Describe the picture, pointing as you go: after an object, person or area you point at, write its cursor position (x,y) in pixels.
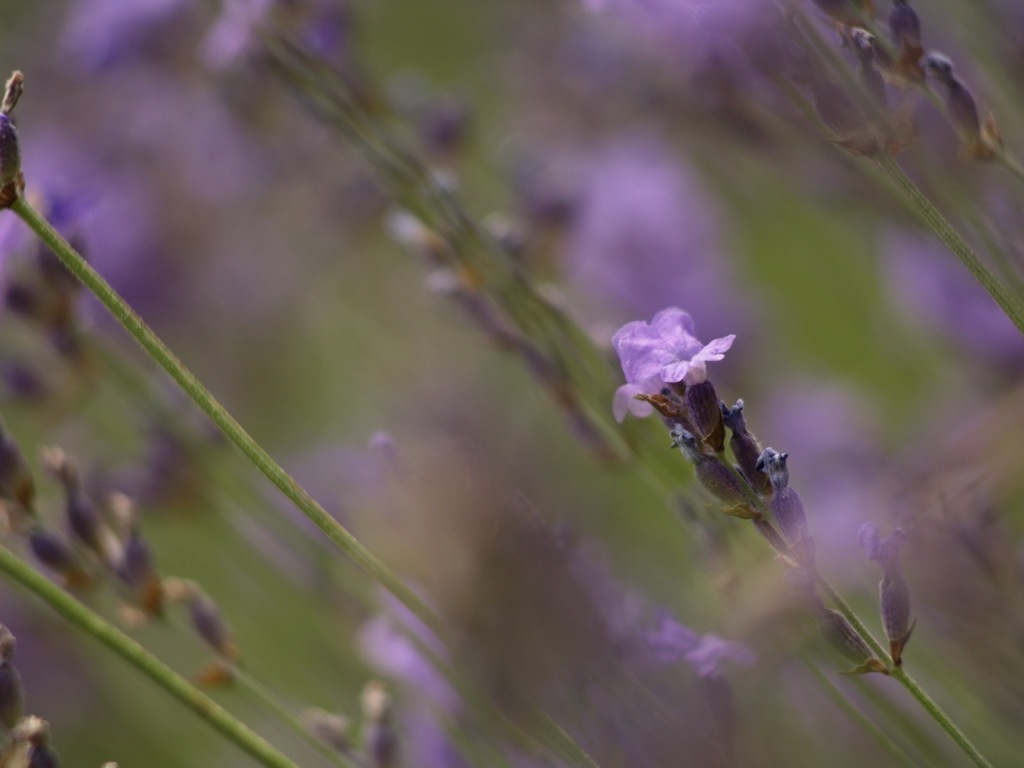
This is an edited image. In this image we can see plants (768,540) with flowers (784,517).
